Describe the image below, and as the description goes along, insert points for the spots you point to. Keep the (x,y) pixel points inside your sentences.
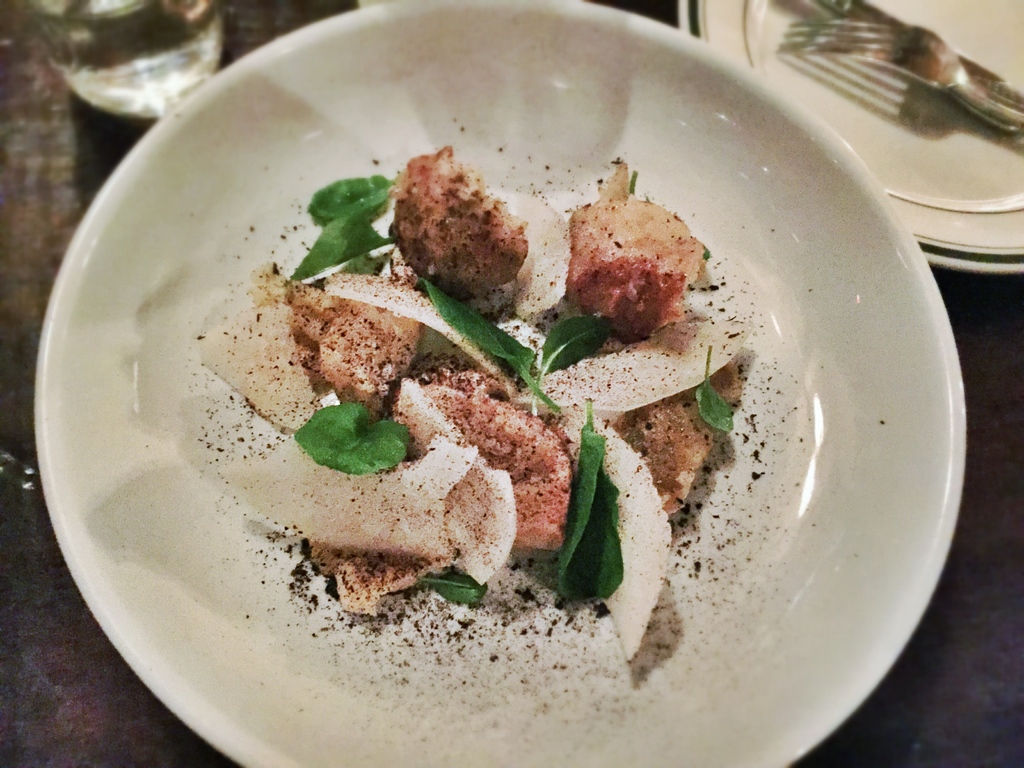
In this image I can see a brown colored surface (958,679) and on it I can see two plates (836,213), a glass (184,32), a fork (869,44) on the plate (975,43) and a food item (461,265) which is cream, brown and green in color on the other plate (563,194).
